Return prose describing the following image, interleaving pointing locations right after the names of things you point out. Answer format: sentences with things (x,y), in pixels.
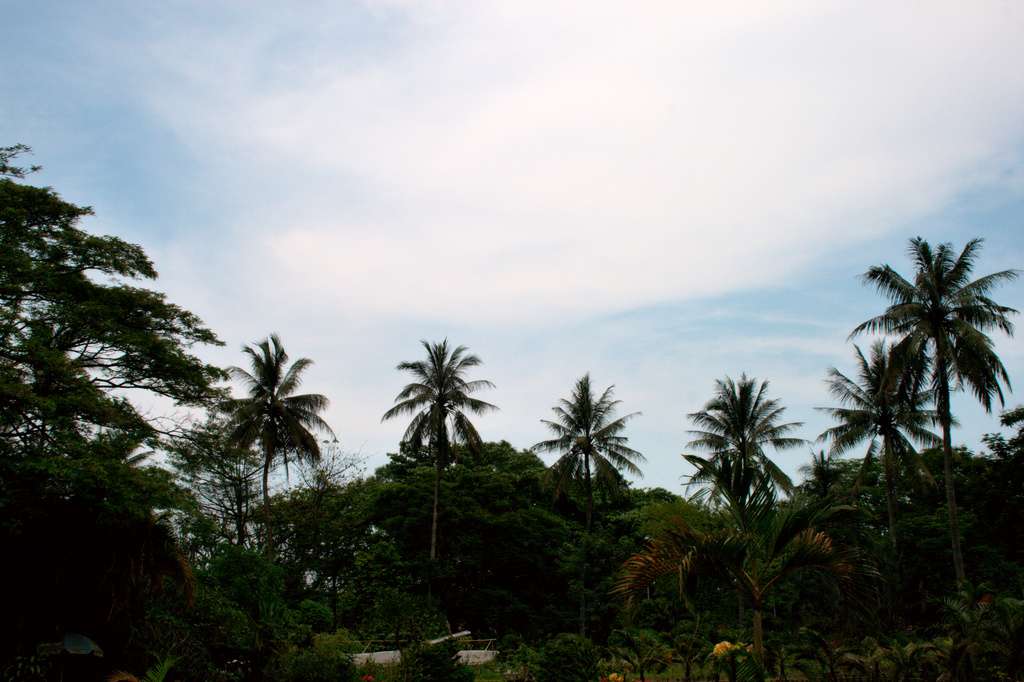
In this image there are so many trees (422,491) in which some are coconut trees (950,529).
